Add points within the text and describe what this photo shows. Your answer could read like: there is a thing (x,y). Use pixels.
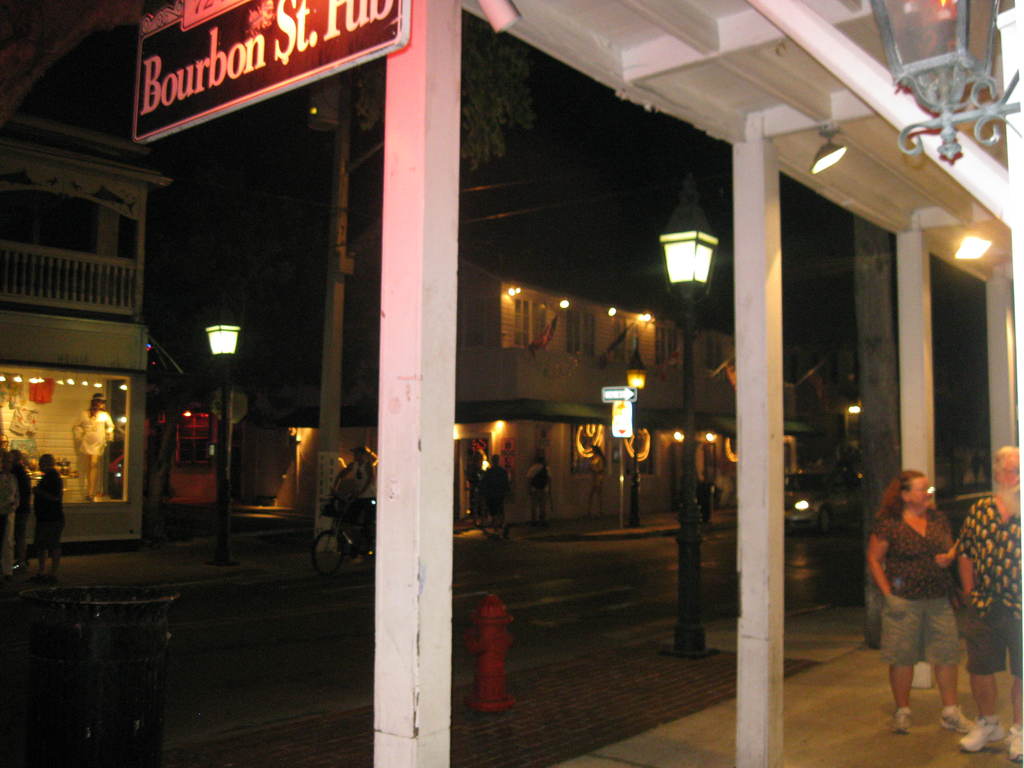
In this image we can see some persons (985,637) walking on footpath (805,743) and there is a road (624,550) on which some vehicles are moving, there are some lights (633,368) and in the background of the image (570,371) there are some houses (6,359) and trees (184,335).
